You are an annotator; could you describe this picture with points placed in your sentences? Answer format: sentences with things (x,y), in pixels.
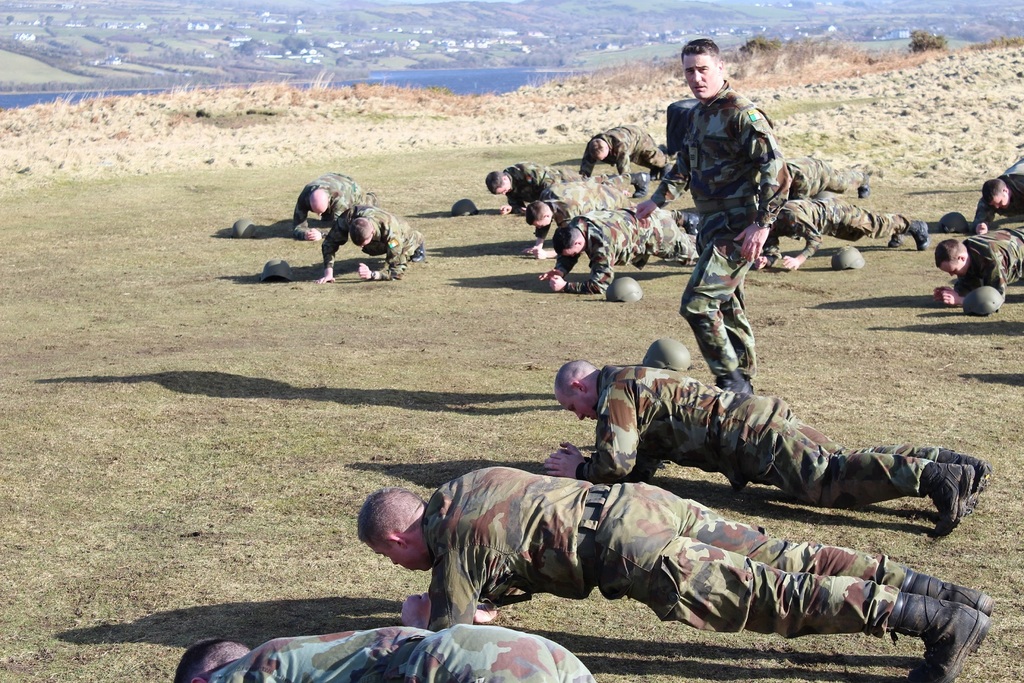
In this picture there are group of people (435,677) exercising and there is a man (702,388) walking. At the back (377,43) there are buildings (230,42) and trees (442,61) and there is water (455,91). At the bottom (16,463) there are plants (171,398) and there are helmets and there's grass (229,426) on the ground (272,400).
